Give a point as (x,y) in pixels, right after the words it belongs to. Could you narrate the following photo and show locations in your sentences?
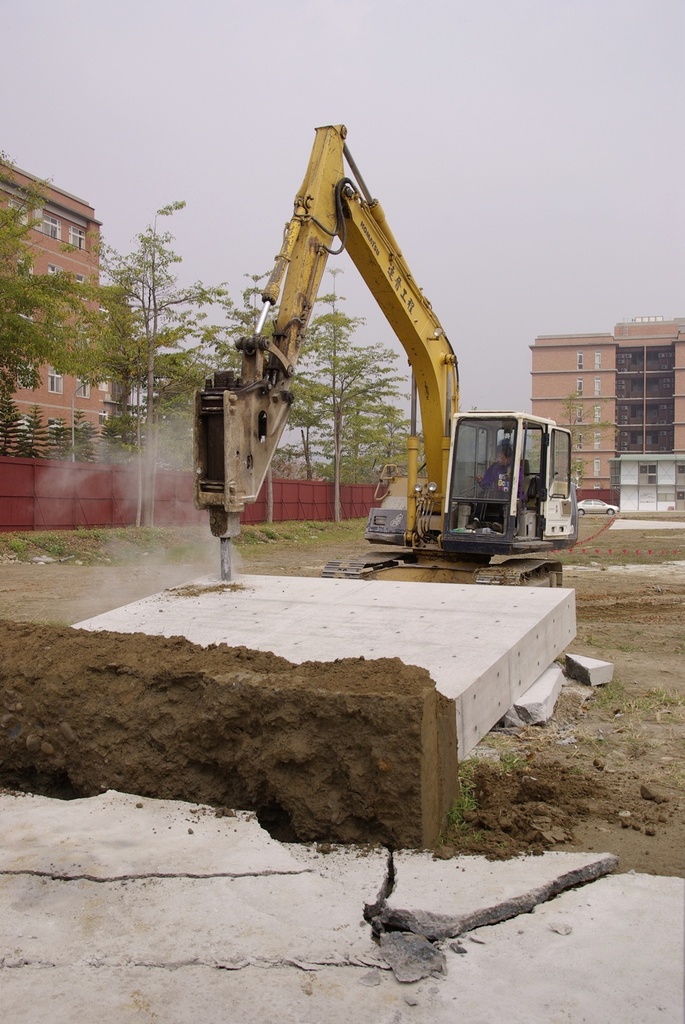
In this image, we can see a person (476,511) inside the excavator (283,405). We can see machine (225,574) is drilling a block (424,655). In the background (671,431), we can see buildings (671,431), walls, trees (124,359), windows (638,392), plants (2,402), car (602,509) and sky (377,188).
